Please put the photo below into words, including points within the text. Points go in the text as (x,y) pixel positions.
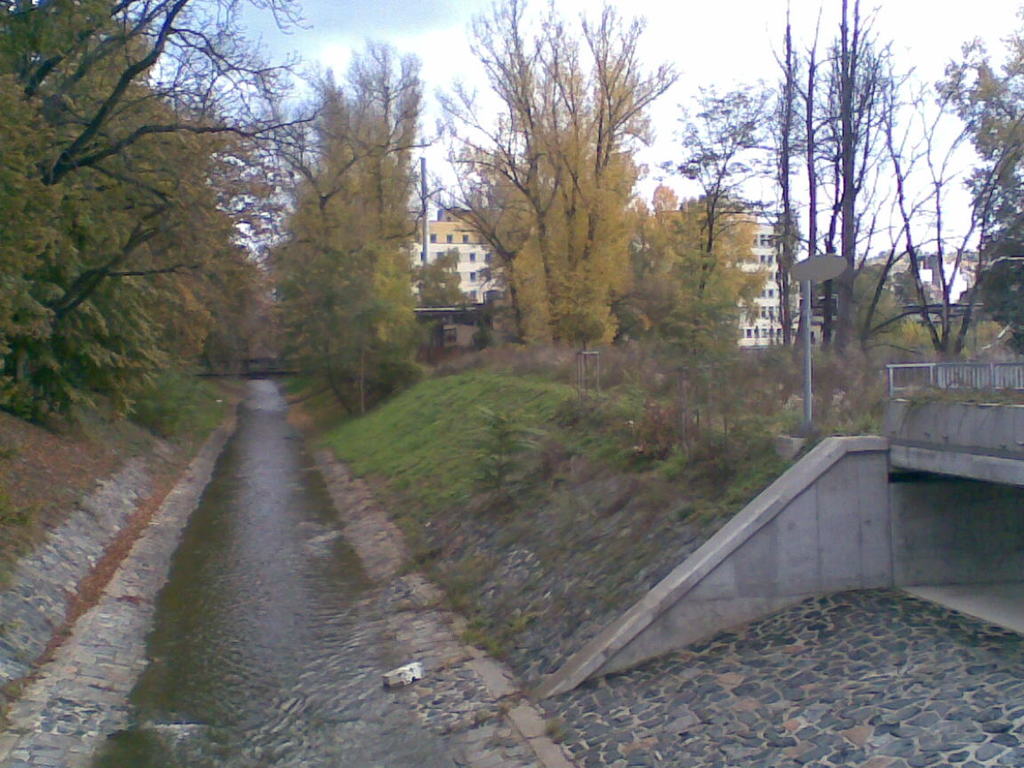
In this image there is water (315,702), grass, plants (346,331), trees (897,299), buildings (921,264), and in the background (253,240) there is sky (745,30).
